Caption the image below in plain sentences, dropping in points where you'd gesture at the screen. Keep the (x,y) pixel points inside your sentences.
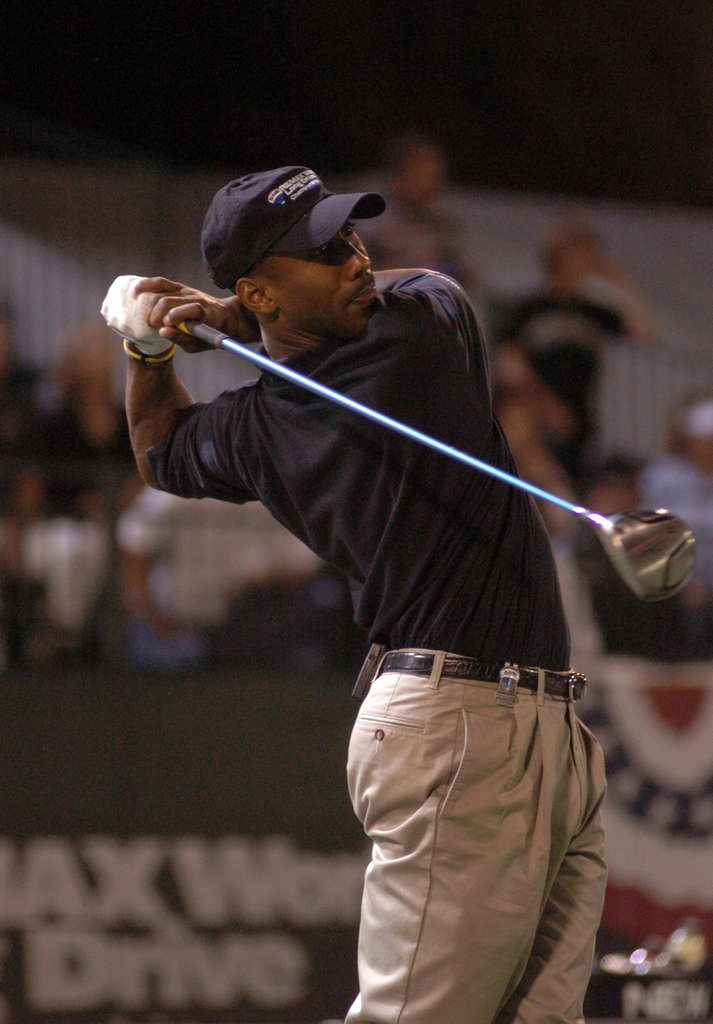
In the center of the image (386,371) we can see a man (458,660) standing and holding a golf club (688,548) in his hand (162,312). In the background (333,740) there are boards (195,773) and we can see people (162,583).
